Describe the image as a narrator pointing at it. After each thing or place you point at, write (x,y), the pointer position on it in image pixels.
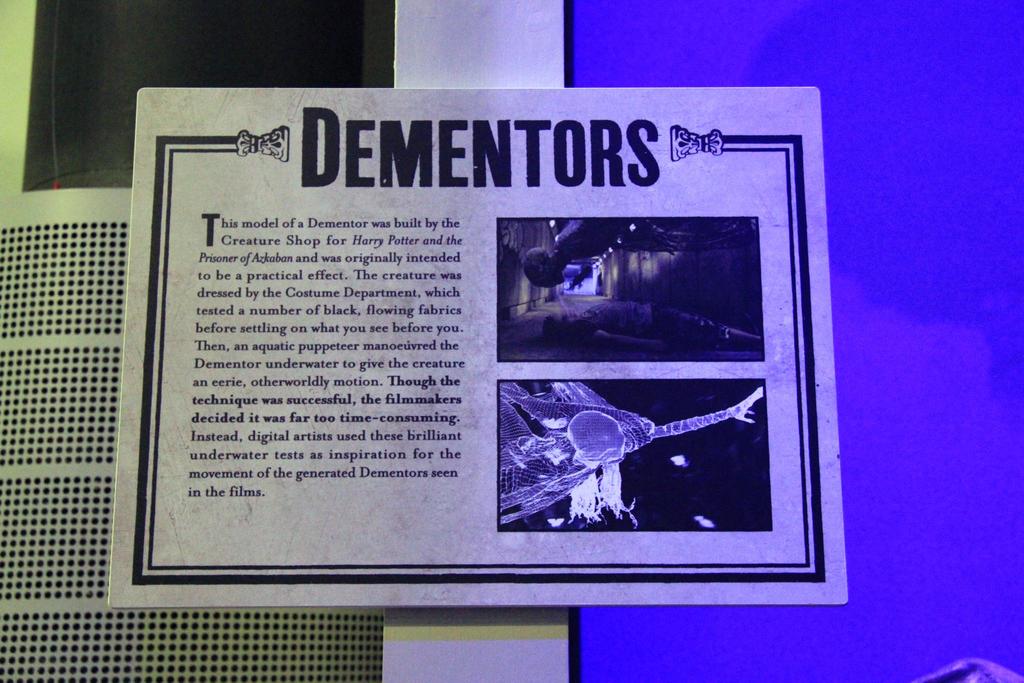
In this image I can see a white colour board (430,420) and on it I can see something is written. I can also see few pictures (651,484) on it. In the background (903,574) I can see blue colour.
